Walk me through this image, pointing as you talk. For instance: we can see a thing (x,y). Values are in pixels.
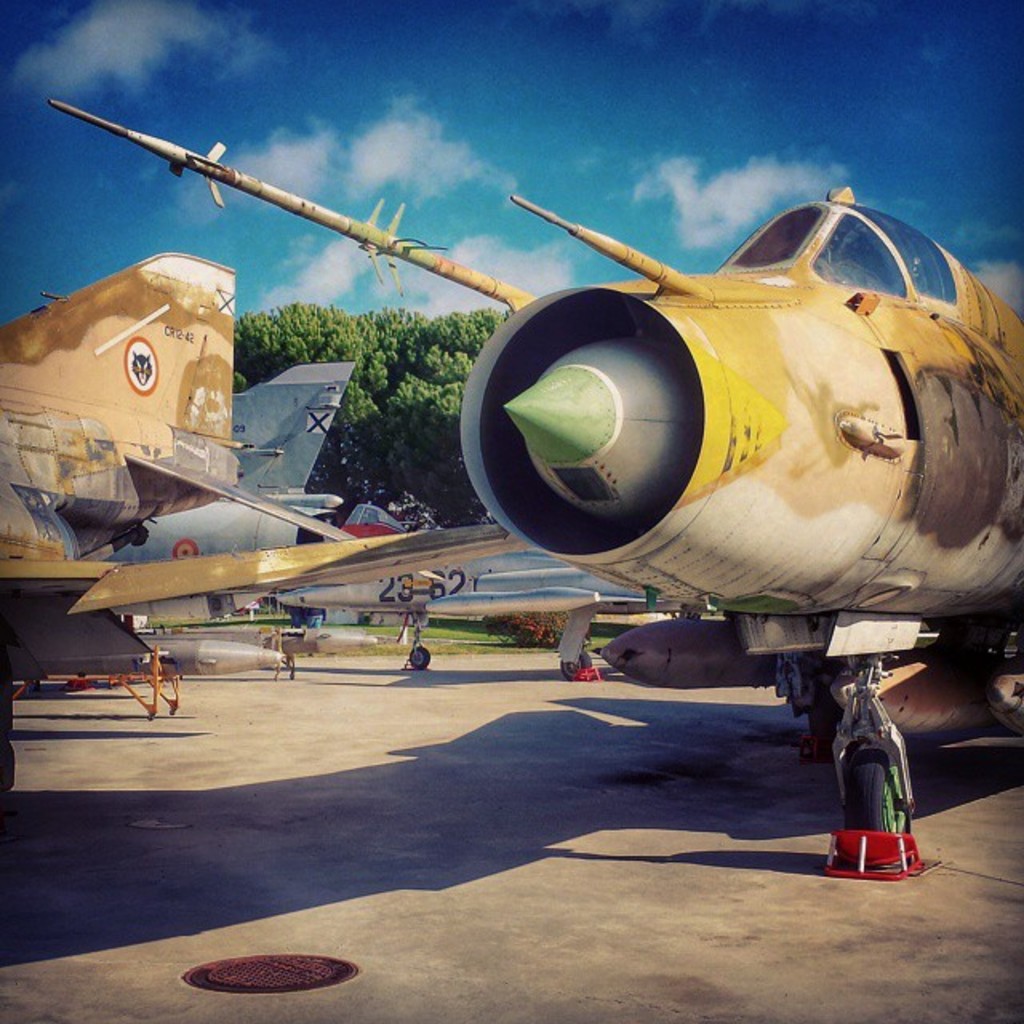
Here there are airplanes (616,476) and trees (402,429), this is sky (491,161).
